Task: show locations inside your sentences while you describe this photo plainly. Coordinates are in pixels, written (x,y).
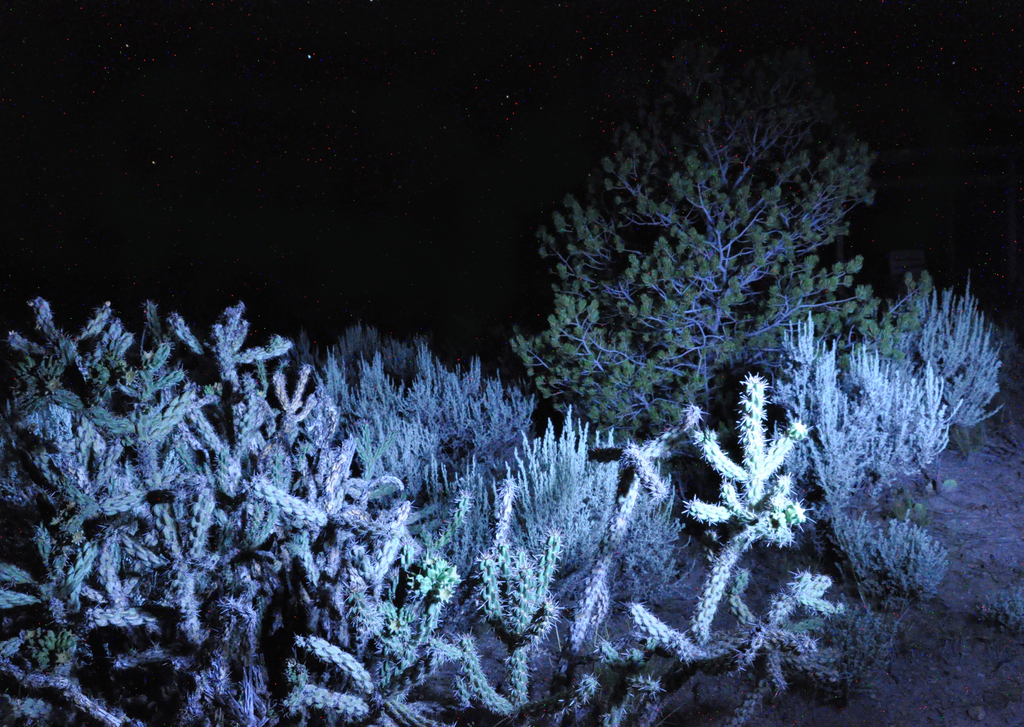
In this image we can see few cactus plants (479,568), few small trees (670,366) and some stars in the sky (297,160).
